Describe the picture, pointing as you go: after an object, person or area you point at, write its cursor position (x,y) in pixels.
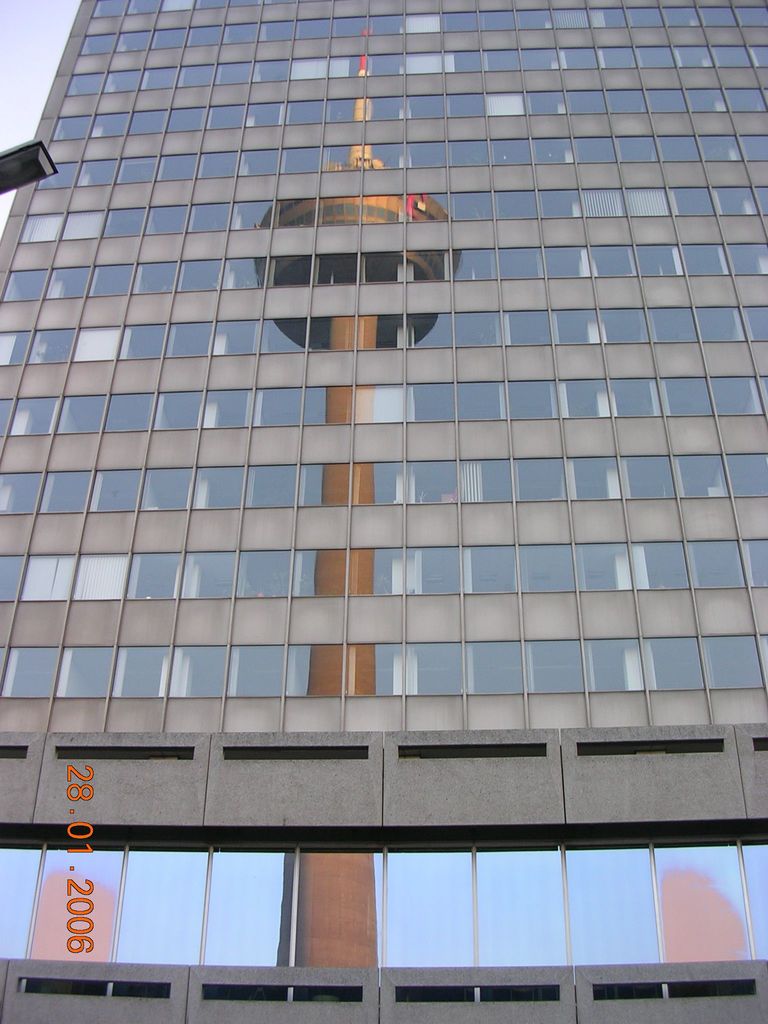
There is a building (225,419) with glass walls (433,25). On the building (321,587) there is a reflection (367,202) of a tower (301,272). Also there is a watermark (83,886) in the left bottom corner (75,863).
